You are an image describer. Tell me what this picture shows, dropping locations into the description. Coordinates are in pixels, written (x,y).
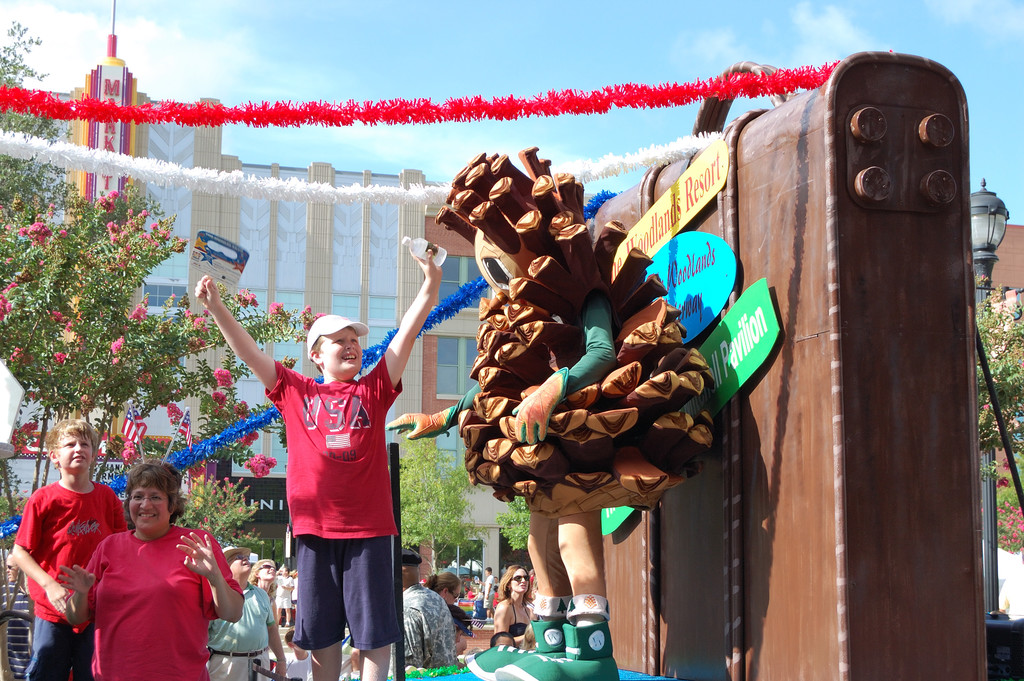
In this image there are so many people (456,644) standing on the road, in front of them there is a sculpture (896,331) and also there is a building (157,431) and trees (11,181) behind them.
